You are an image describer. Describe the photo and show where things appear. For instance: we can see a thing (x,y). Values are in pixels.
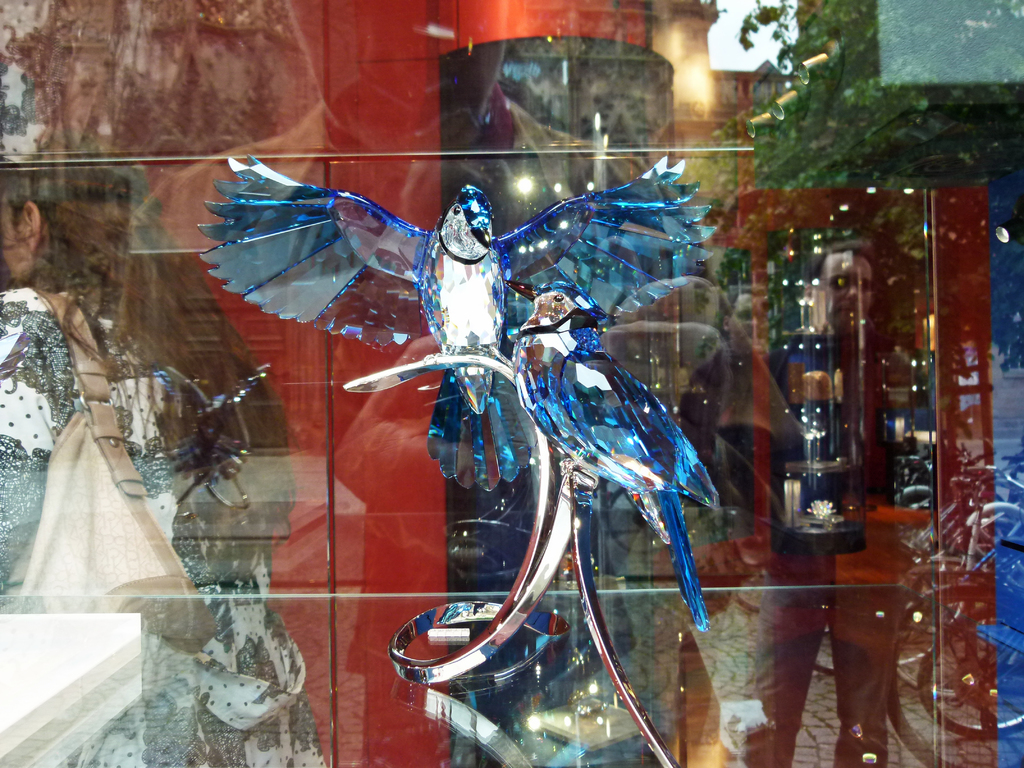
In this image we can see a crystal decorative object (510,371). There is a glass wall (254,407). On the glass (450,76) there is a reflection (677,96) of few people (865,410), trees (854,172) and there is a person (189,362) wearing a bag (116,510).
